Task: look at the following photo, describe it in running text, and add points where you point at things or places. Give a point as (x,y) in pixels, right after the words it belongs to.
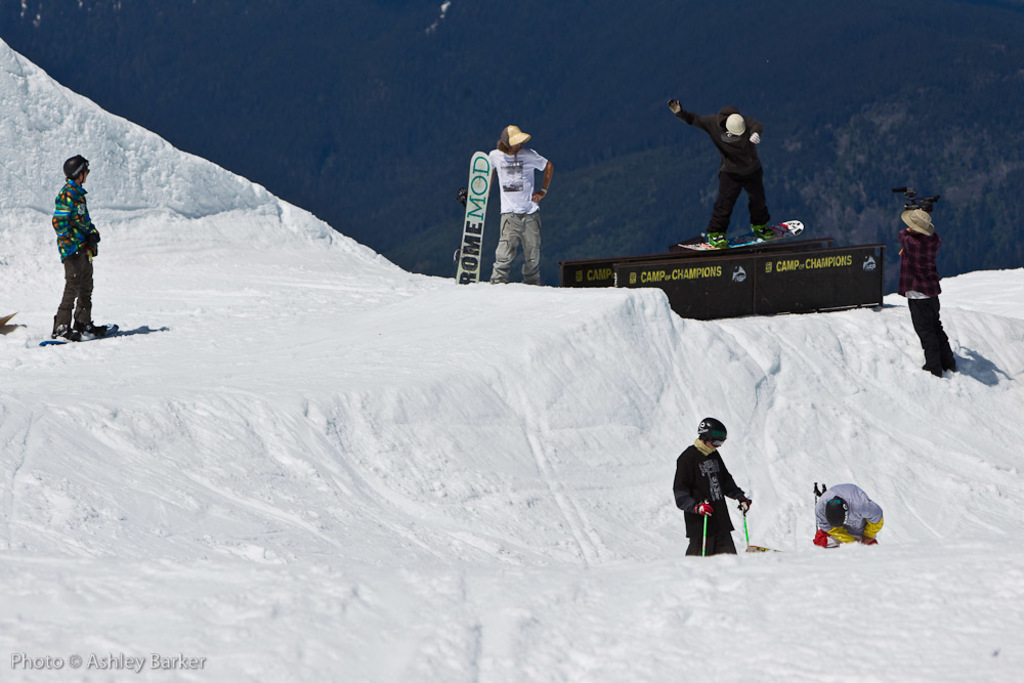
In this image we can see these people (65,228) are snowboarding on the snow (574,357), this person (516,214) is holding the snowboard (468,251) and this person (684,120) is snowboarding on the board (782,291). Here we can see this person (915,279) is holding a video camera (921,205) in their hands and in the background (963,95), we can see trees (803,167) on the hill (923,136).
